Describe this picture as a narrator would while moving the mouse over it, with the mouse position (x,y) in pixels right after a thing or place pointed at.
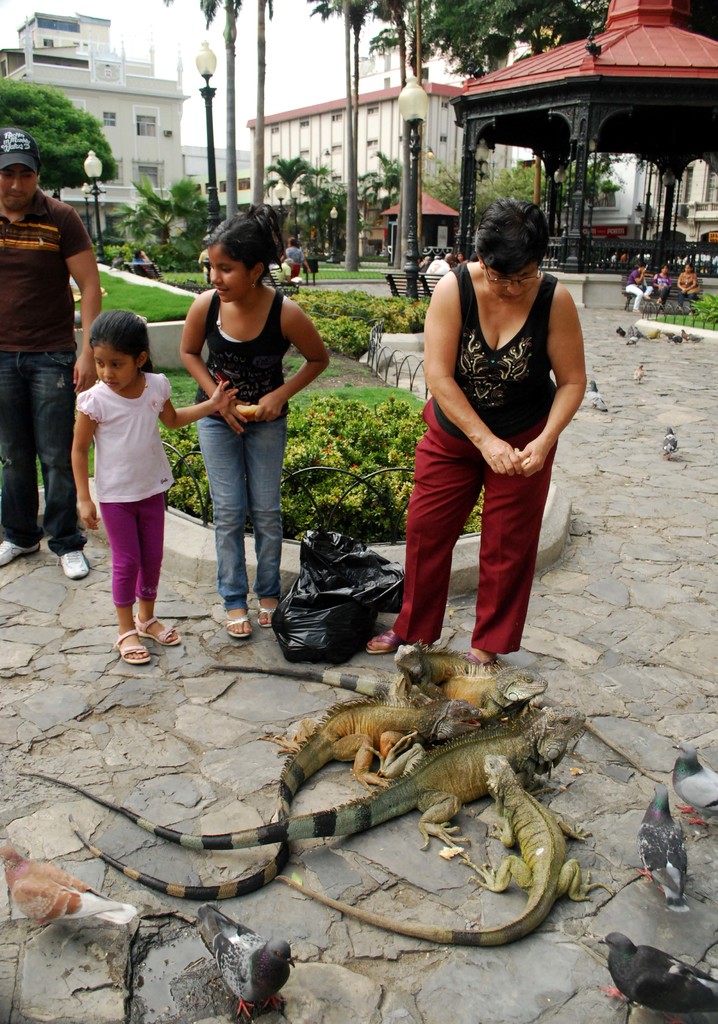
In this image we can see some animals (421,693), birds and a cover (363,634) on the ground (489,803). We can also see some people (458,398) standing, some plants (345,425), grass (717,323) and a fence (342,472). On the backside (126,213) we can see some people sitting on a bench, some street lamps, a roof (649,148) with some poles (585,203), some buildings (622,221), trees (141,224) and the sky (334,40).
